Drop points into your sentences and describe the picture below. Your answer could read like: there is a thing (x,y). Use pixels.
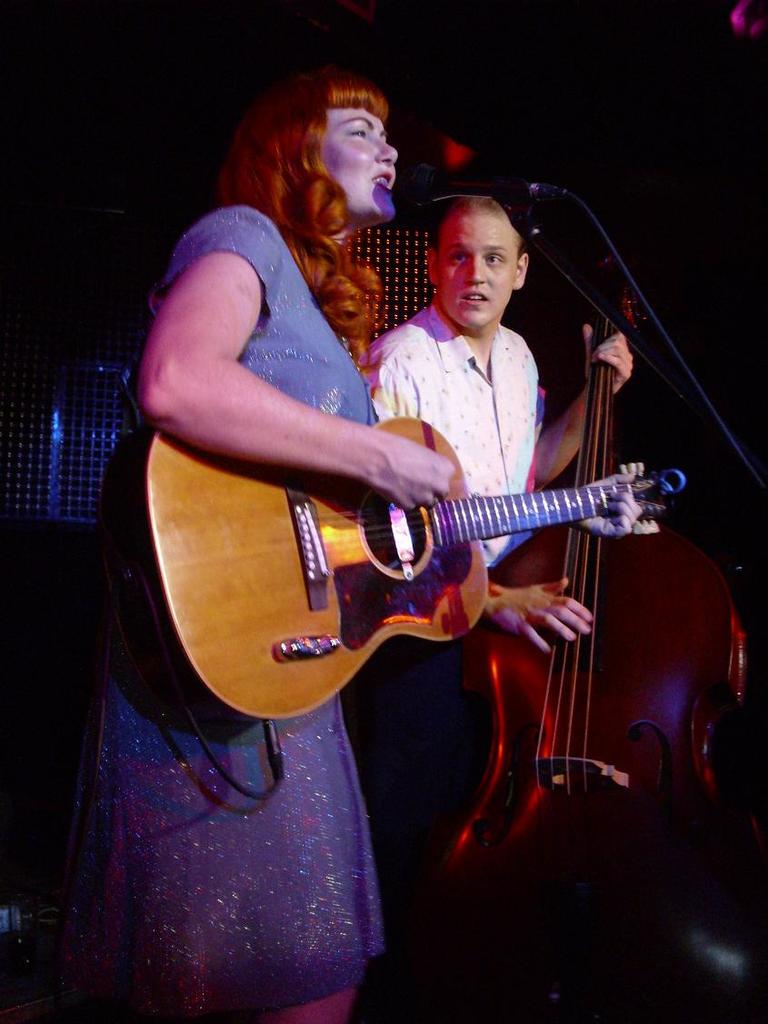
In the image there were two person (124,750), one woman (359,267) and one man (464,400). The woman (307,416) is wearing a blue frock (155,909) and holding a guitar (252,674) and she was singing. The person (464,204) staring at her and wearing a white shirt (452,412).
